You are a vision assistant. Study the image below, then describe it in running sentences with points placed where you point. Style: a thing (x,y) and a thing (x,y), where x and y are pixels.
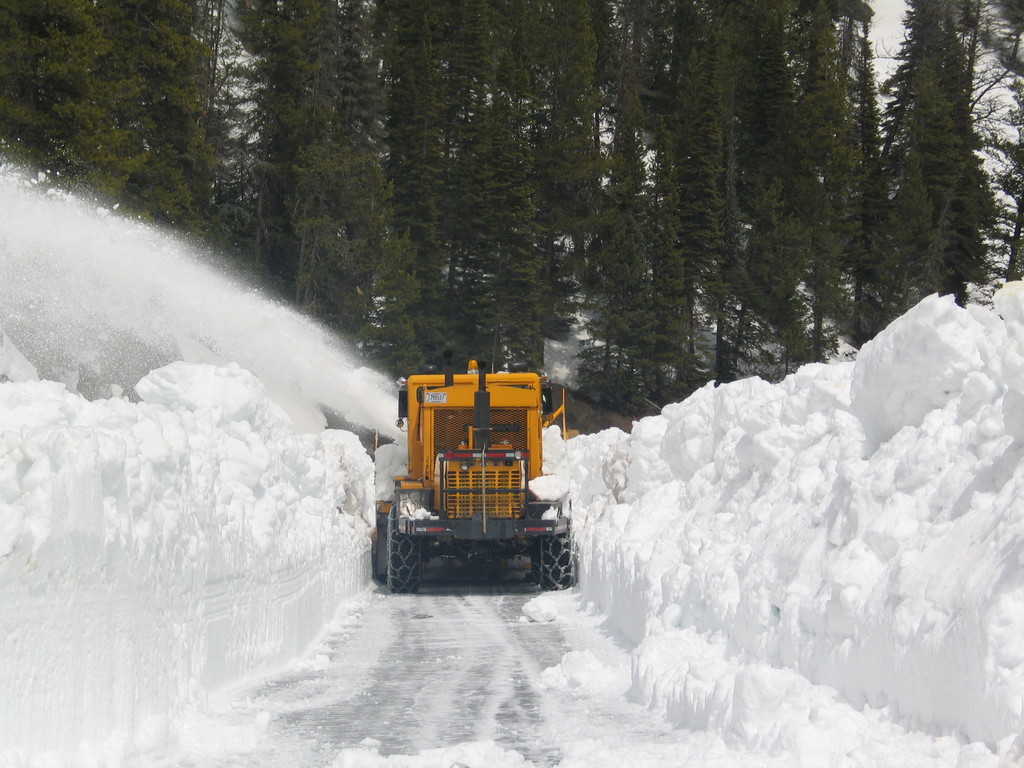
In this image we can see a vehicle (473,396). On the left (189,350) and the right side of the image (896,563) there is the snow (815,528). At the bottom of the image (496,696) there is a walkway (476,707). In the background of the image (174,48) there are trees (697,145) and the sky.
